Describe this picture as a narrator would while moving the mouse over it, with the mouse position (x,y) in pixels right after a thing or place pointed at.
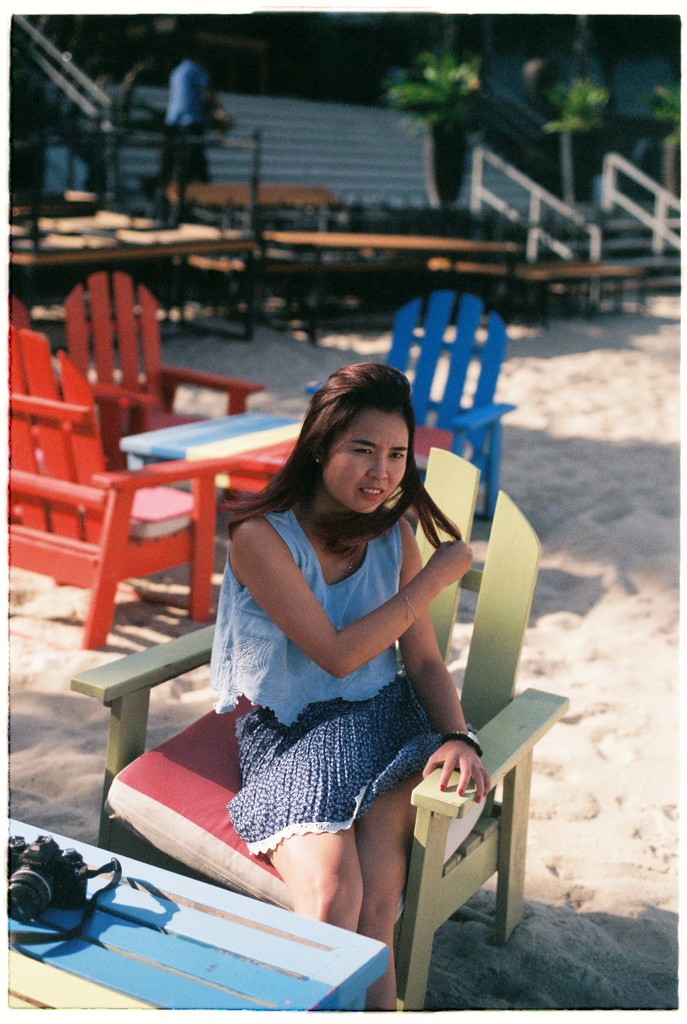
On the background (372,165) we can see stairs (278,133), person (196,92) and plants (430,121). We can see few benches (428,241) here, chairs (215,387) and tables (209,421). We can see a woman (306,707) sitting on chair (453,596) in front of a table (162,898) and on the table (99,936) we can see a camera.
